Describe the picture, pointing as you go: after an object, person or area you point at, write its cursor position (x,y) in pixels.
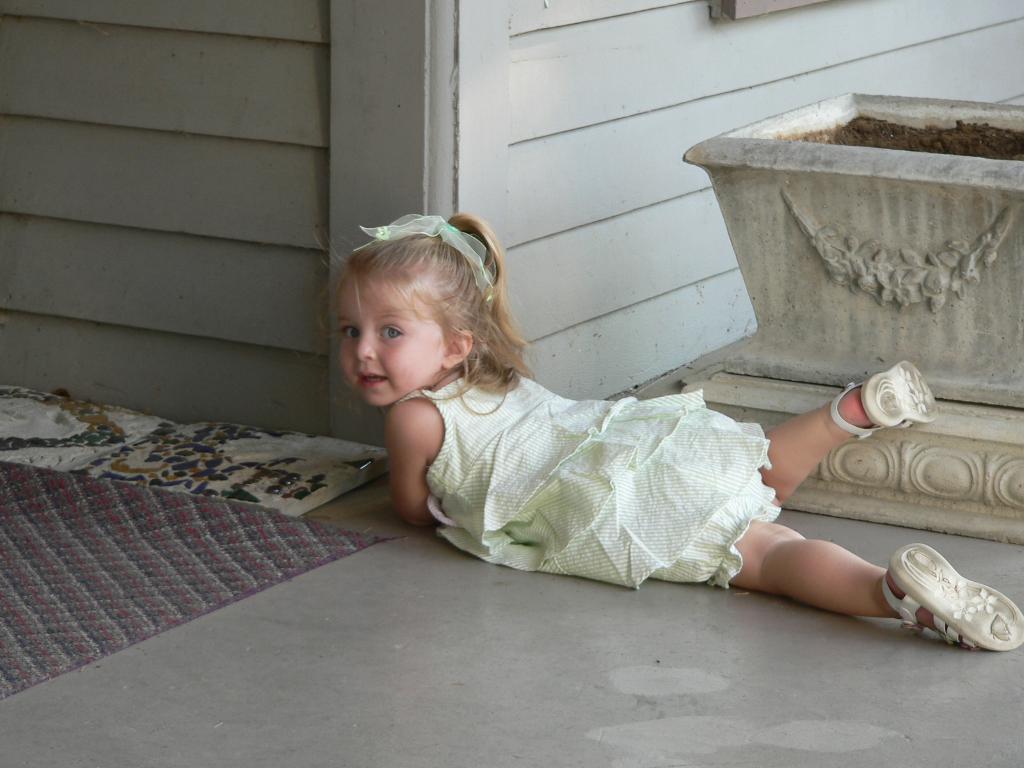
In this image we can see a girl (497,373) lying on the floor (672,605). In the background (957,167), we can see a container (871,172) filled with sand (966,136), building (212,159) and a carpet (253,553) on the ground (227,627).
